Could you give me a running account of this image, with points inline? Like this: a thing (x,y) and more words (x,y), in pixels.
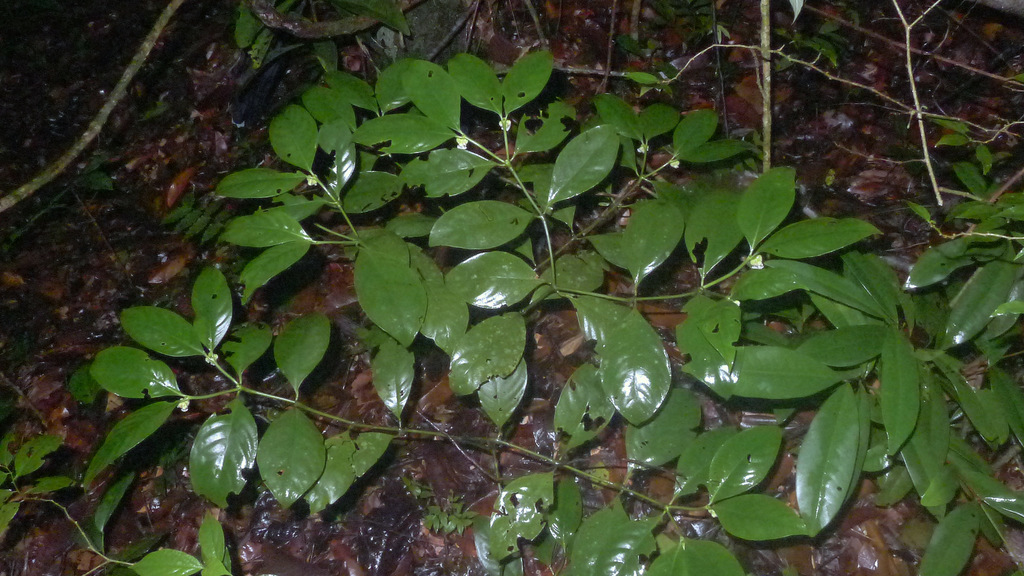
In the center of the image (476,291) we can see plants (509,366), dry leaves (532,383), sticks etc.
